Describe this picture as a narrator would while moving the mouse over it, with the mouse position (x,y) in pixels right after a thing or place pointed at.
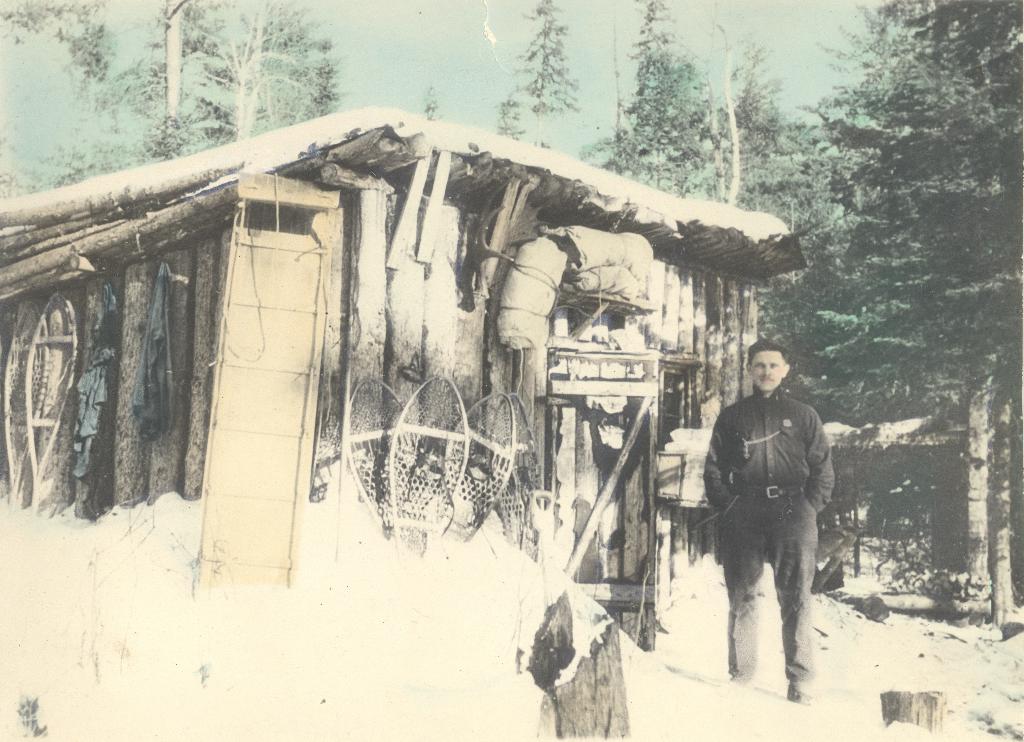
In the picture we can see a man (745,516) standing on the snow surface (65,716) and beside him we can see the wooden house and on it we can see the snow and in the background (928,213) we can see the trees (916,316) and the part of the sky (696,32).
